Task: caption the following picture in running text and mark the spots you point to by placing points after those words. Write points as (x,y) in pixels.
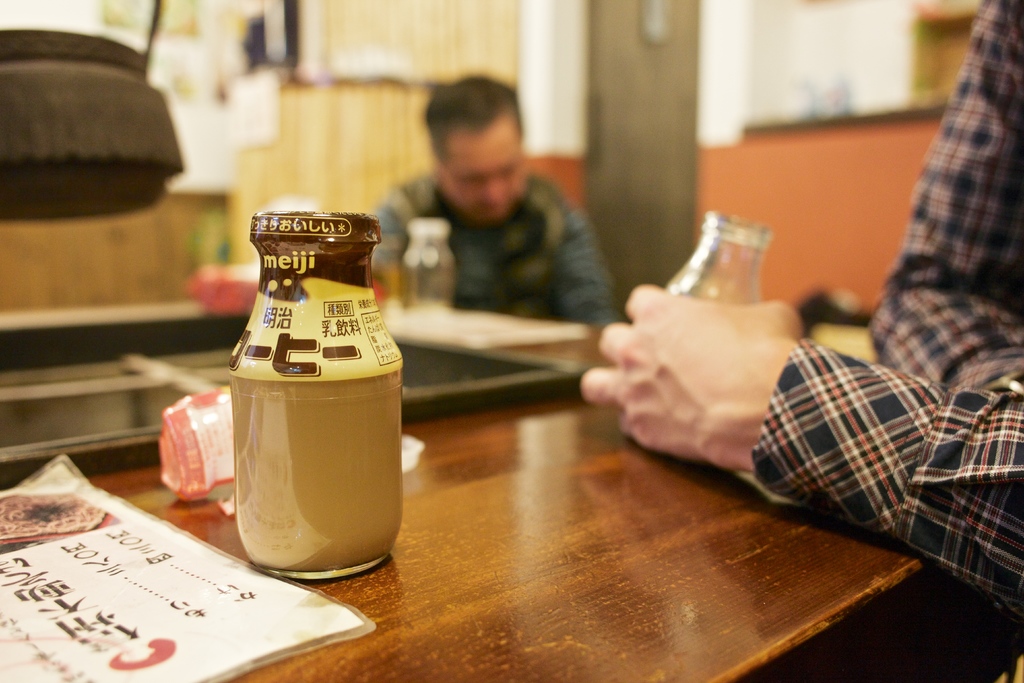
In this image I can see a bottle (353,463) and other objects (141,553) on a table (414,535). I can also seen there are two men (799,401) holding a glass (746,284) in his hand (752,383).
